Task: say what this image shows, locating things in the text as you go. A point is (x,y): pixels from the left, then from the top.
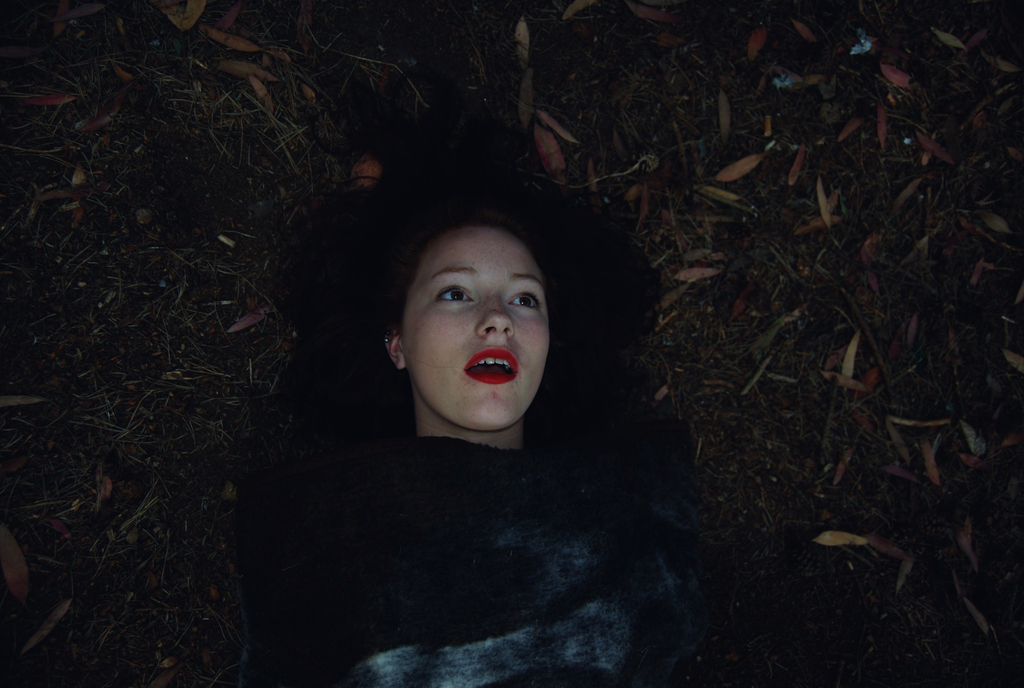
In the image we can see there is a woman (510,348) lying on the ground (750,378) and the ground (769,311) is covered with dry leaves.
